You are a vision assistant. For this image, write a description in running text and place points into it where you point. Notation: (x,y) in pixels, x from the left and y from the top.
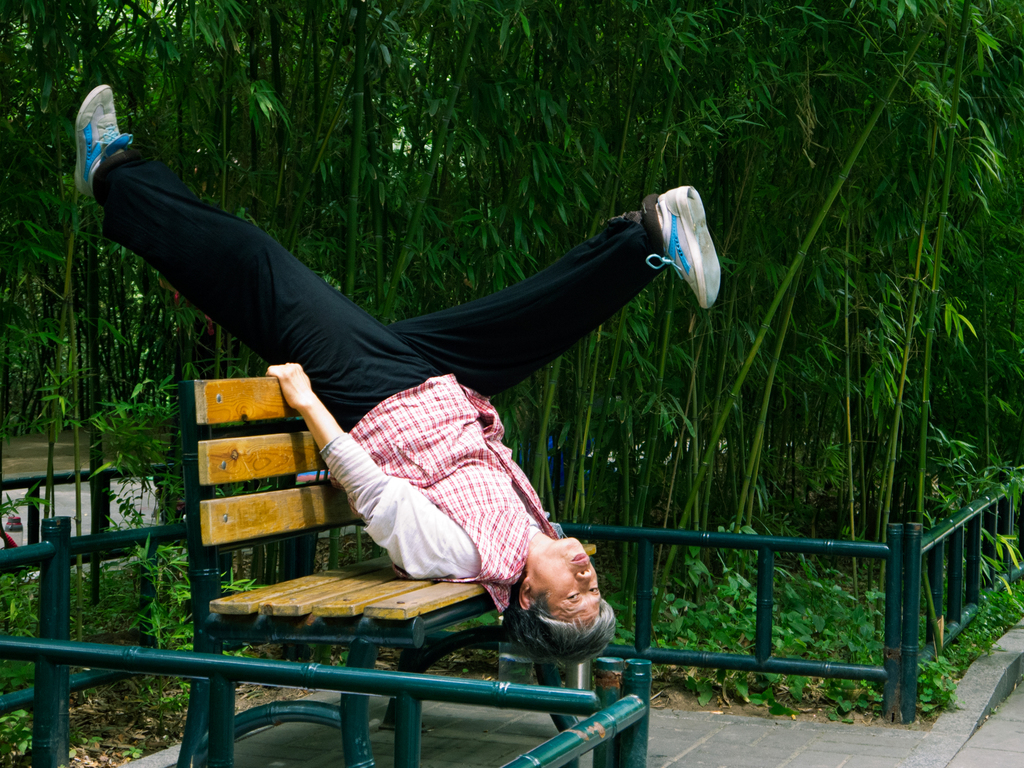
In this image we can see a person (555,572) who is upside down on the chair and he is wearing a pink color checks shirt (487,551) and there are also some tall trees (472,234) which are dark green in color and there is also a fencing (834,551) which is green in color.
